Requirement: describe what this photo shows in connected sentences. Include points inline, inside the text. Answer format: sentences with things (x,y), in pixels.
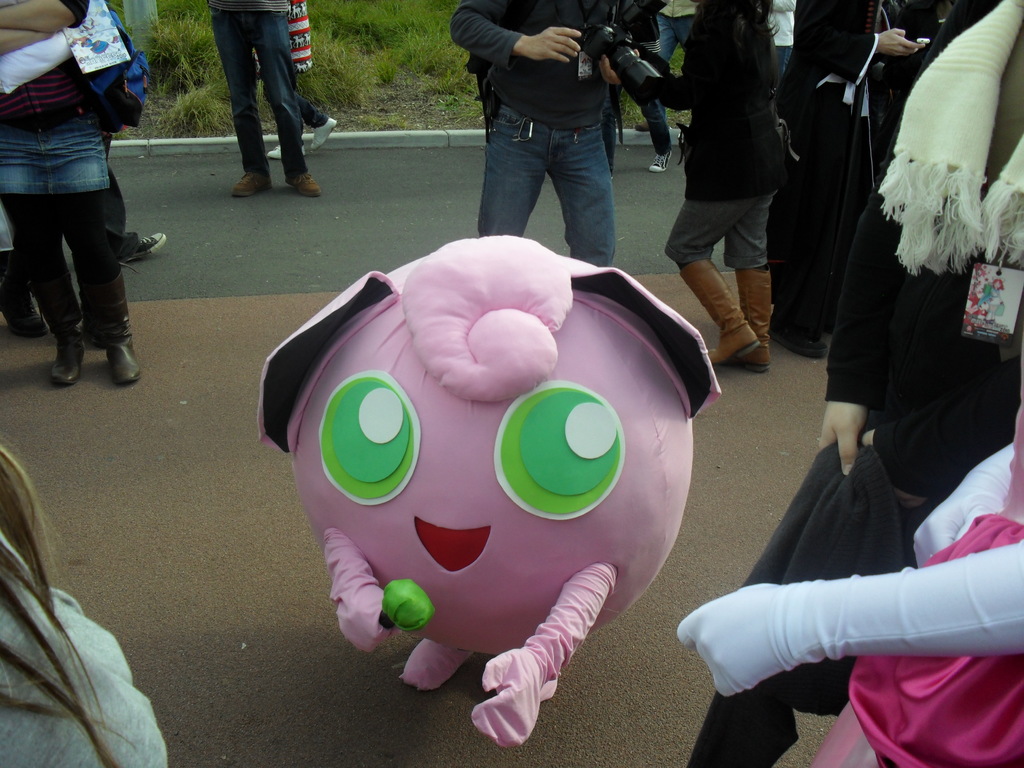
In this image, we can see some people (548,95) standing, we can see the road (317,169) and there is green grass (384,78) on the ground (342,37).
